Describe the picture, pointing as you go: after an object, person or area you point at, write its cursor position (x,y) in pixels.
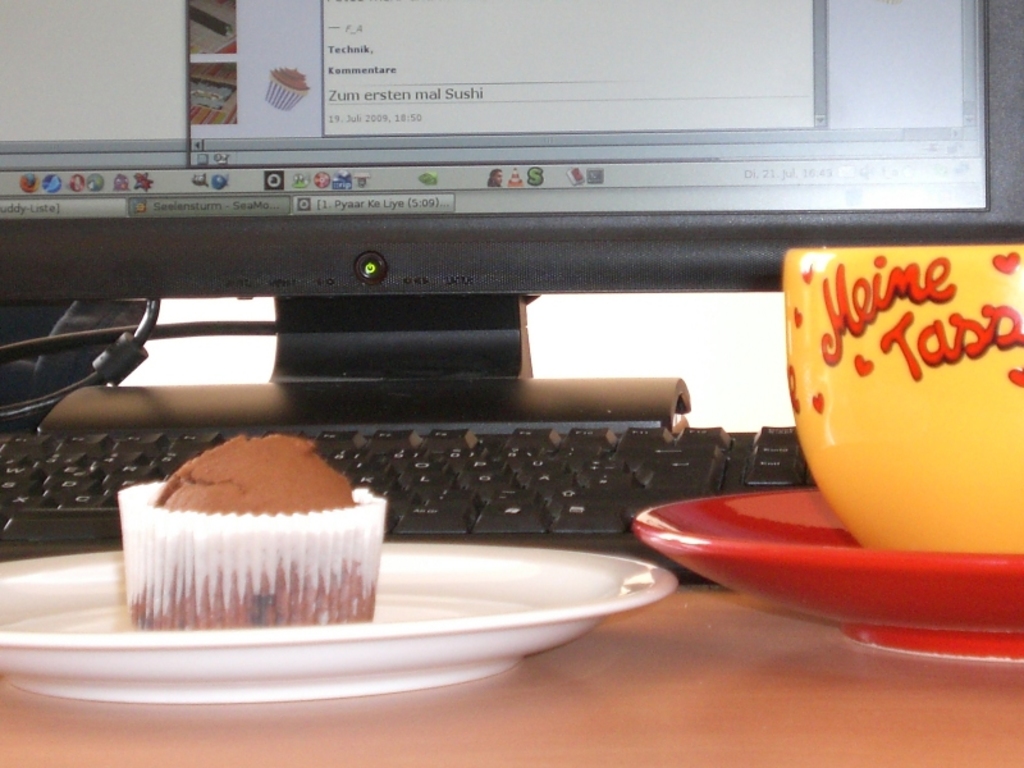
In this image we can see monitor (530,119), keyboard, cup (837,327), saucer (795,489), cup cake (213,533) and plate (123,562) placed on the table (699,714).
